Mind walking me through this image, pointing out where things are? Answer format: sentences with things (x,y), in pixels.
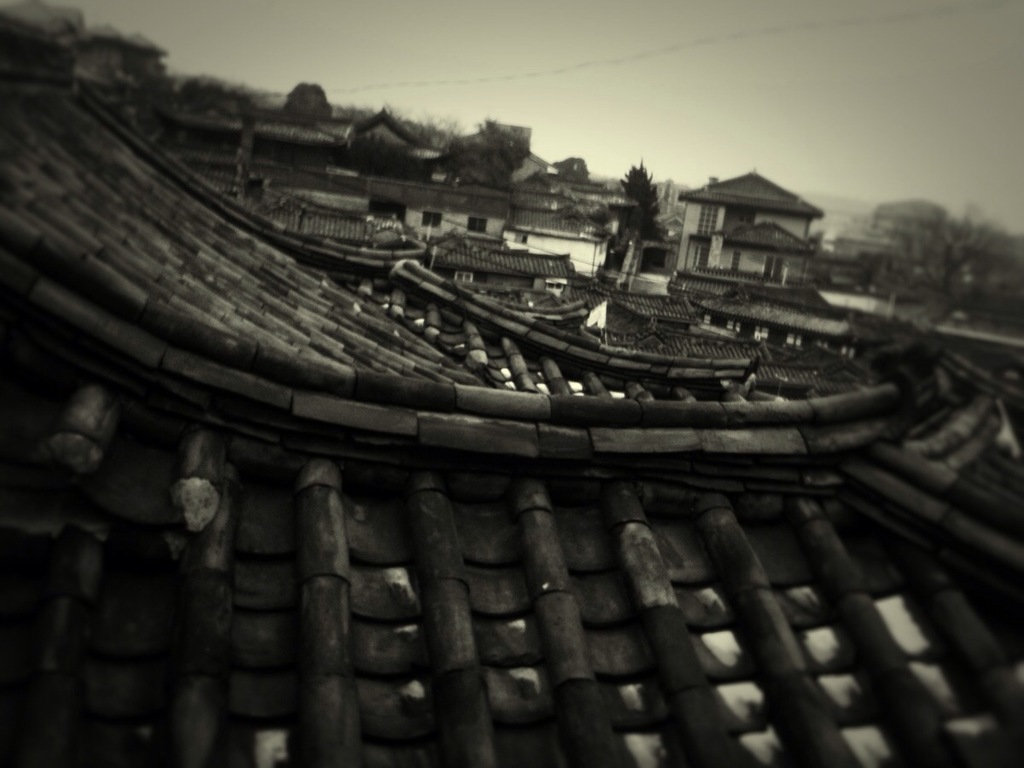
In this image, we can see the roof (195,406) of a house (270,233), we can see some buildings (701,196), trees (949,242) and we can see the sky (701,67).
